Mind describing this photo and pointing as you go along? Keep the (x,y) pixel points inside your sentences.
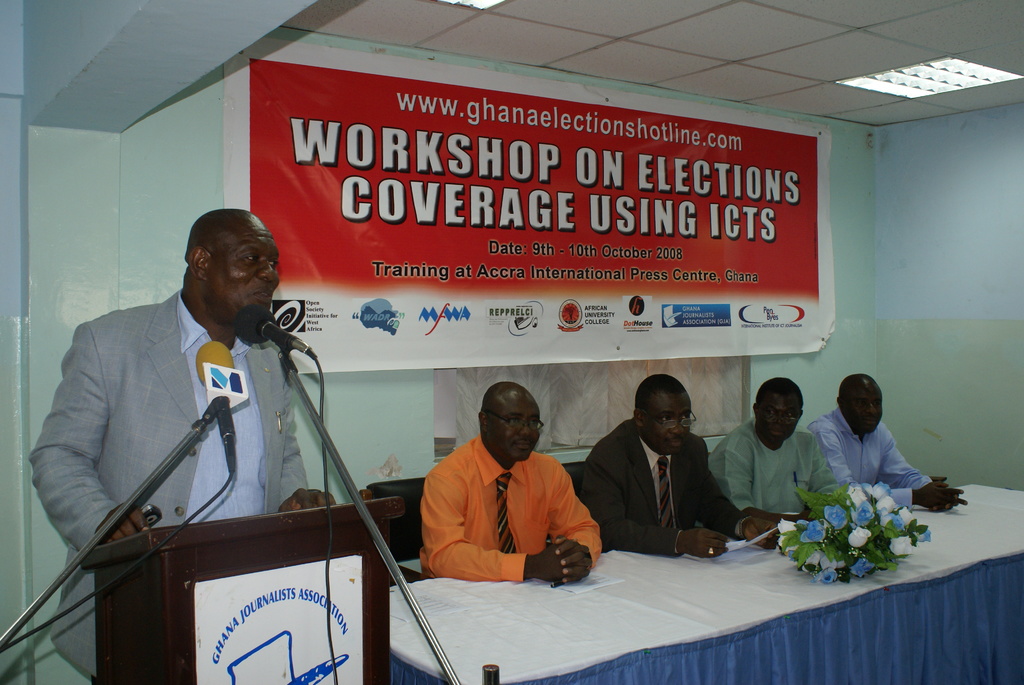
In the image I can see a person (233,498) who is standing in front of the desk (280,556) to which there are mics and beside there are some other people (596,528) sitting in front of the table (878,630) on which there is a bouquet (842,504) and behind there is a banner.
